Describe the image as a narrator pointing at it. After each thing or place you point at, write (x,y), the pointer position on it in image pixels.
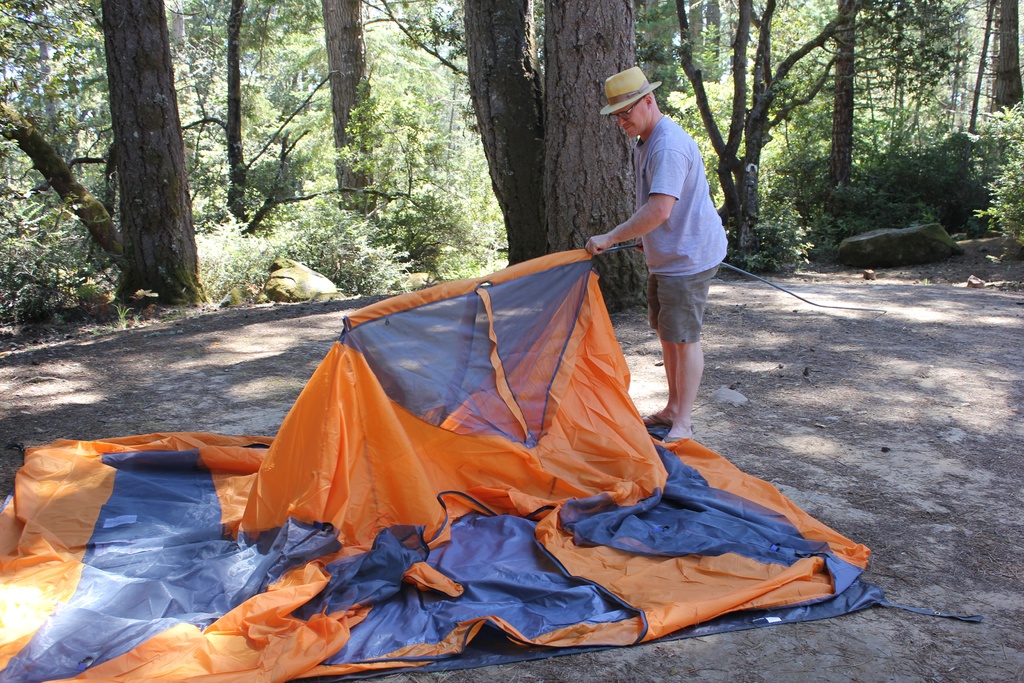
In this picture there is a man (649,297) standing and wore hat (634,70) and spectacle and holding an object (634,240). We can see cloth (307,604). In the background of the image (928,82) we can see trees (323,78) and rocks (856,239).
